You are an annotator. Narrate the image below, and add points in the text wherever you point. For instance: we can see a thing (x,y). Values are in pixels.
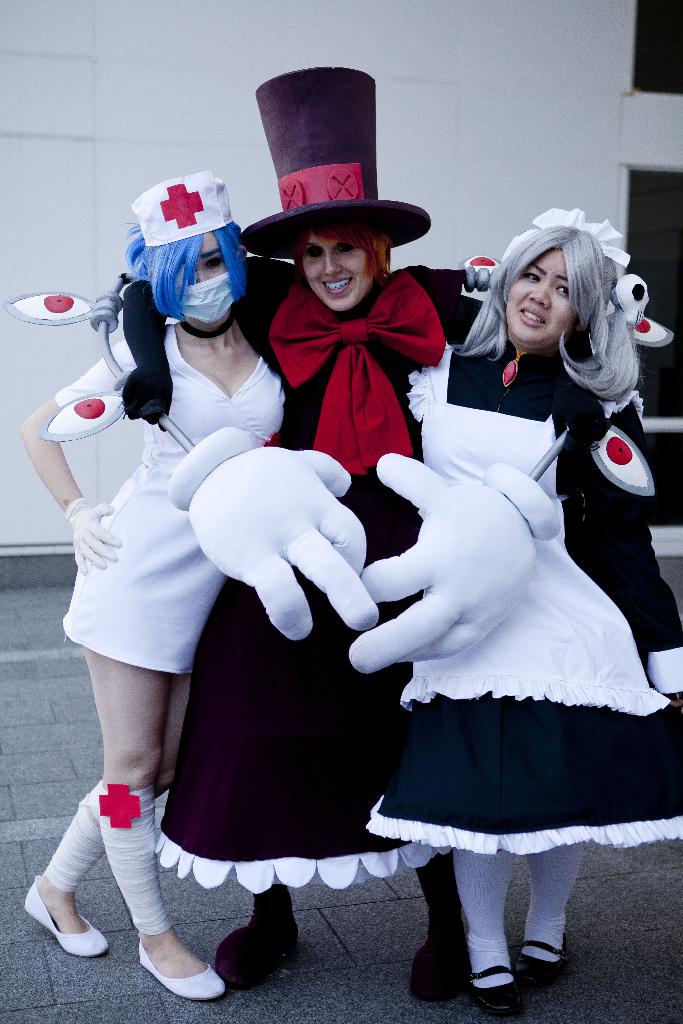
Front these three people (389,251) wore costumes (437,537). Background (82,144) there is a wall (105,169).
